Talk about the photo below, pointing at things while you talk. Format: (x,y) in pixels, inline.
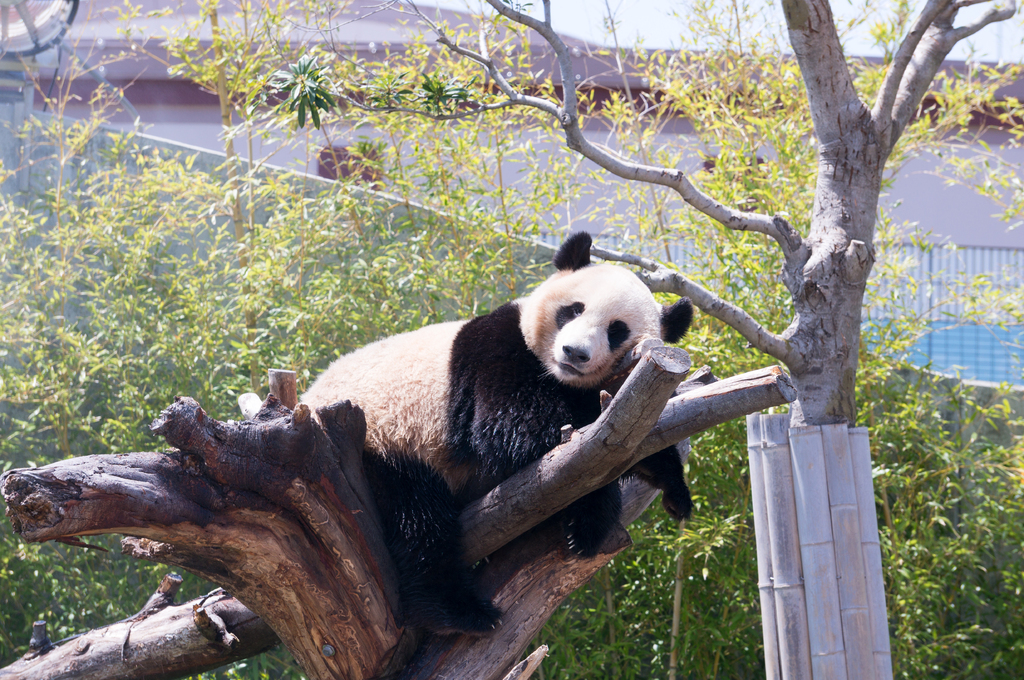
In this picture I can see a panda (474,413) on the branch (348,406) of the tree (359,421) and I see the plants (230,213) in the background (537,239) and I see the bamboo sticks (778,458) in front of this tree (798,311).
